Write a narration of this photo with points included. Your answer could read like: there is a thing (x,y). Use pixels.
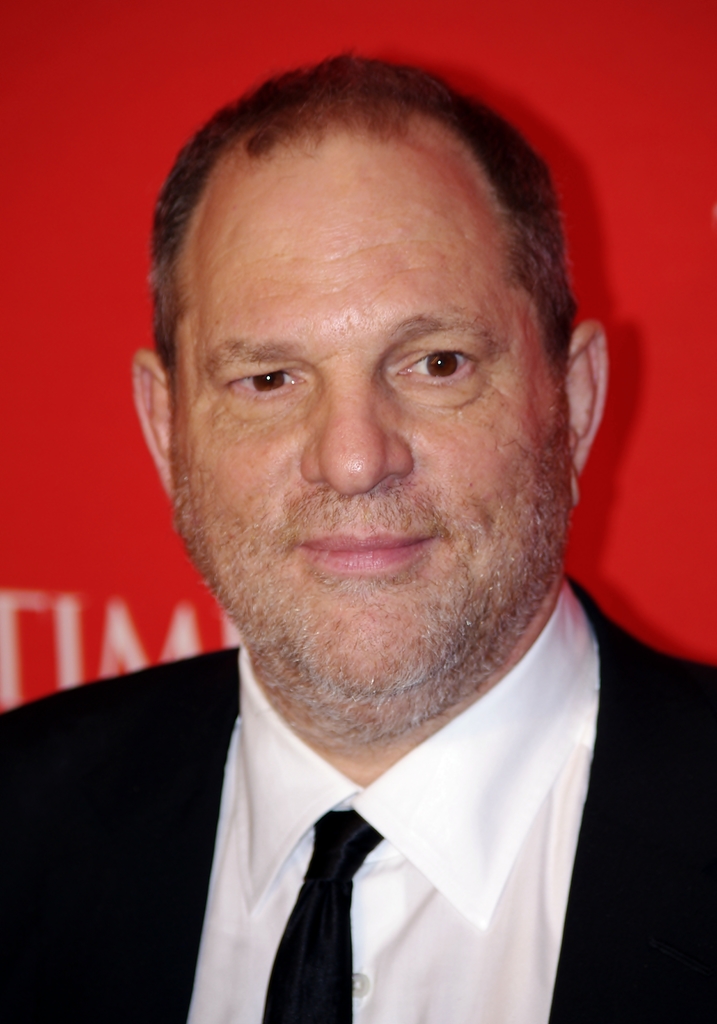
In this image in the center (371,645) there is a man (372,586) smiling. In the background (73,484) there is some text (108,630) written on the red colour banner (100,324).
